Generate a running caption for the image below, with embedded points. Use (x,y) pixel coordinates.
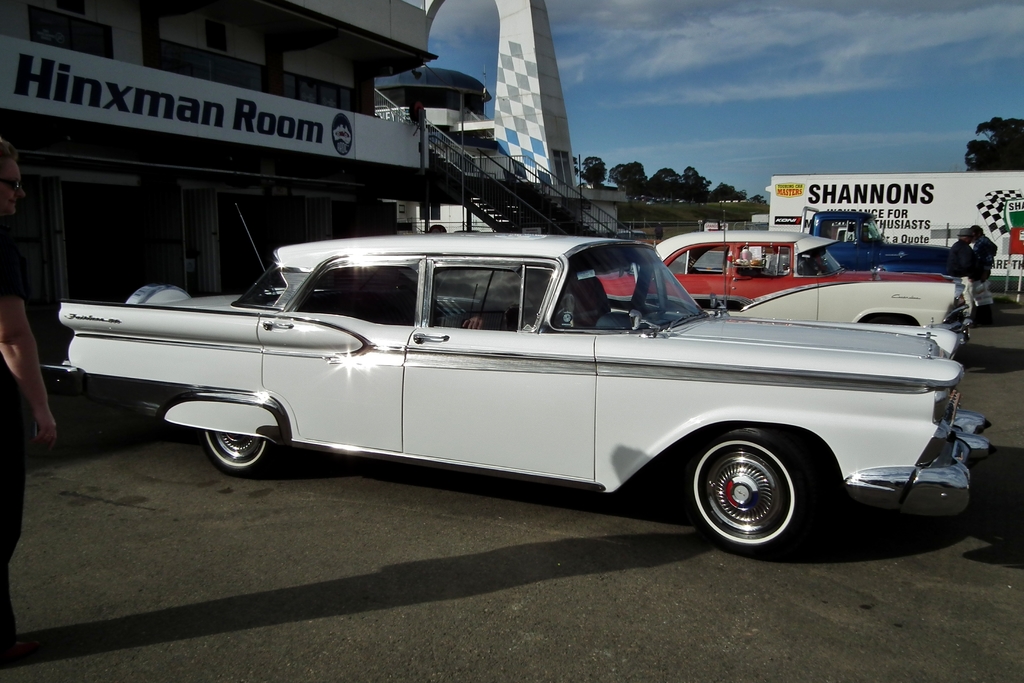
In this picture we can see few vehicles (794,334), buildings (331,179) and group of people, in the background (772,215) we can find a hoarding (910,205), few trees (1023,165) and clouds (666,37).
